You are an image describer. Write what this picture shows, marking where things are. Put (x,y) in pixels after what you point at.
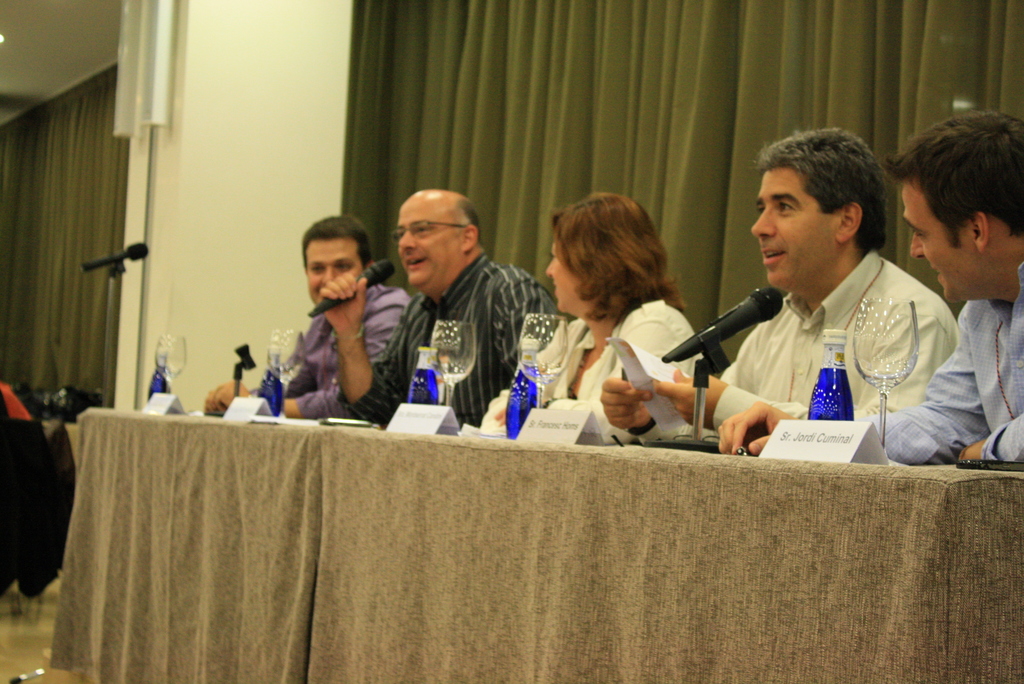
In the image in the center (349,326) we can see few people (649,331) were sitting and smiling. And we can see two persons (489,303) were holding paper (659,374) and microphone (382,270). In front of them, there is a table (403,492). On the table (345,463), we can see one cloth (237,548), glasses (883,368), bottles (413,384), microphones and few other objects (232,414). In the background (320,115) there is a wall (239,63), chairs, curtains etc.
